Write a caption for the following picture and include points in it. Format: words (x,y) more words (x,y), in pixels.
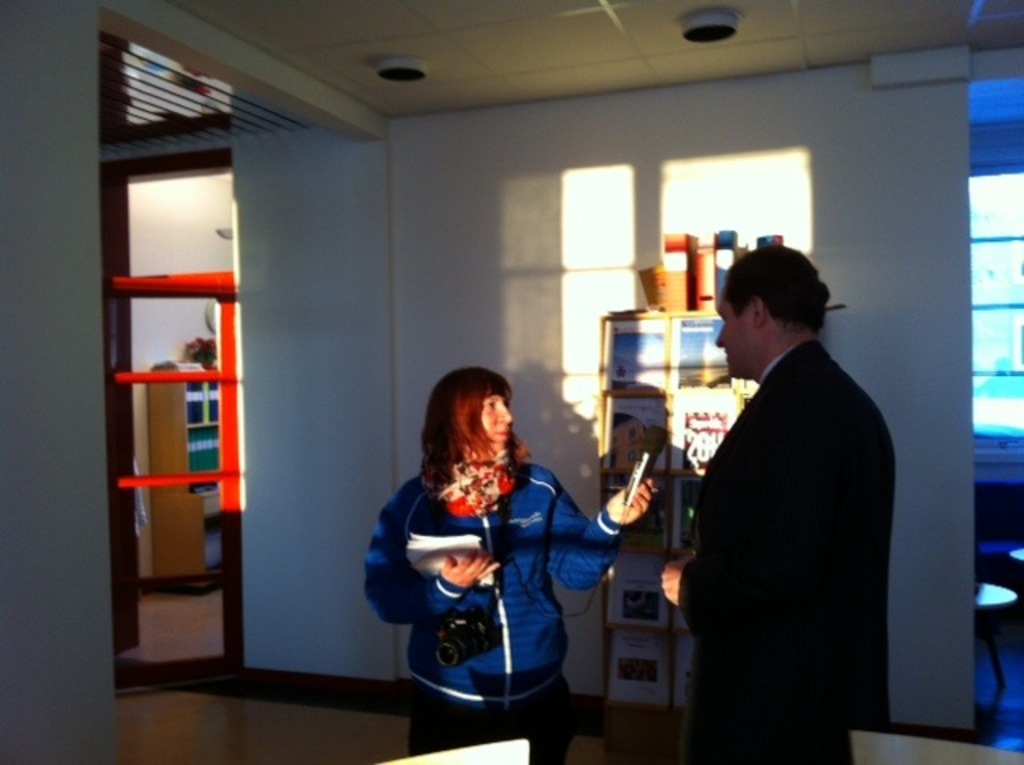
There are two persons (543,715) on the floor (578,729). This person (547,498) is holding papers (430,565), camera (448,647), and a device (644,473). There are frames (645,369), door (166,665), and objects (672,254). Here we can see chairs (977,596), glasses (1018,350), and ceiling (496,77).
